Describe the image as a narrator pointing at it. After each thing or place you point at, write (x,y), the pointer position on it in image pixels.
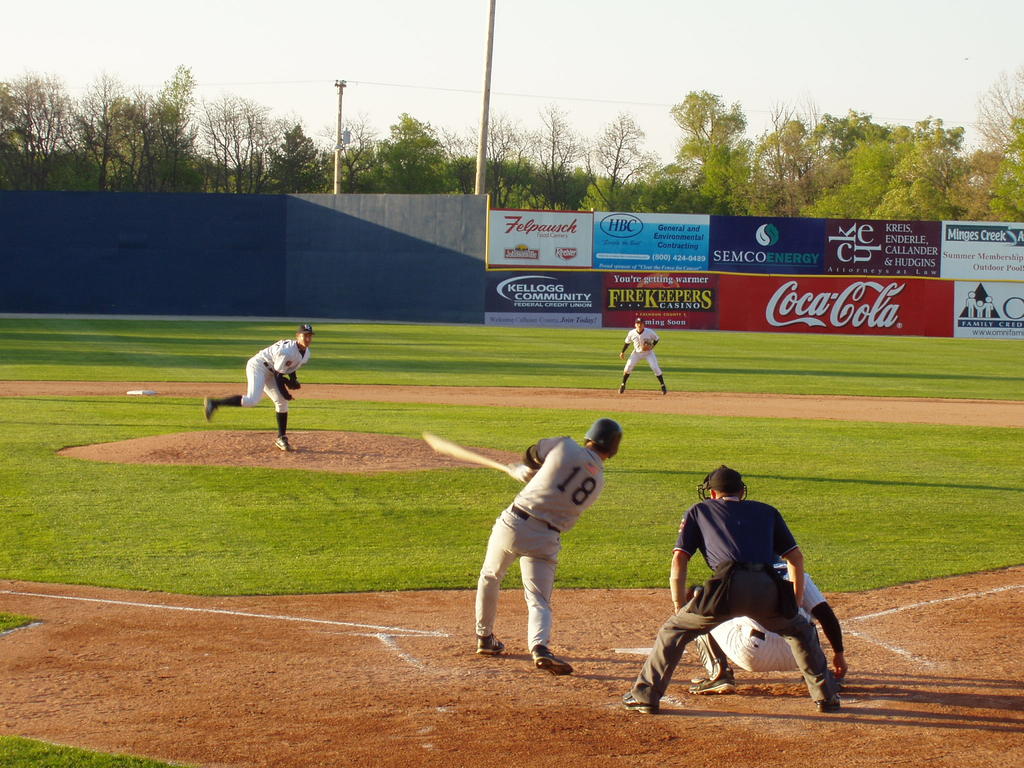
In the picture we can see a playground (886,665) with a grass surface (903,531) on it we can see some people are playing a baseball and they are wearing a sports wear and in the background (984,331) we can see a wall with some advertisements (969,318) and behind it we can see trees (684,136), poles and sky (543,6).
